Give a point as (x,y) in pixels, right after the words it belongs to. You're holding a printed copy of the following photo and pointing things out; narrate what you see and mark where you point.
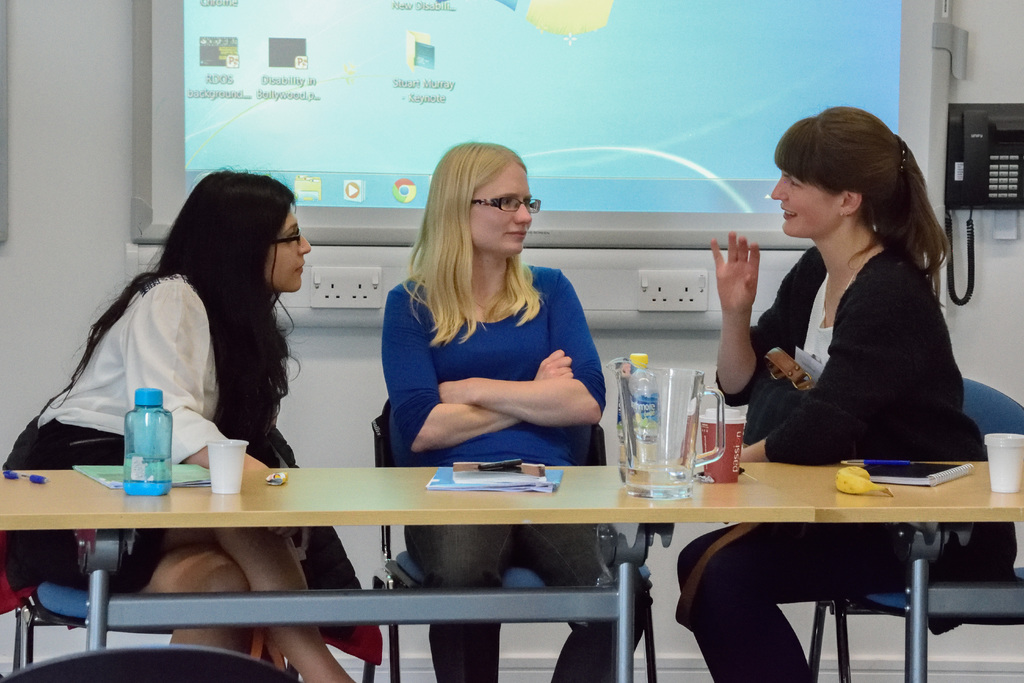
In this image i can see a back ground (235,55) there is screen (510,85), beside the screen (859,87) there is a telephone (1004,153) and three women (152,319) sitting on chair (383,423) discussing. And on the right side (876,366) there is a woman (876,380) wearing a black color shirt (855,350), she is smiling and on the middle (451,297) there is a woman (408,329) wearing a blue color shirt (408,334), she is wearing a spectacles (494,210). And on the left side (115,375) there is a woman (73,415) wearing a white color shirt (144,334) she is wearing a spectacles (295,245). in front of them there is a table (441,499).
